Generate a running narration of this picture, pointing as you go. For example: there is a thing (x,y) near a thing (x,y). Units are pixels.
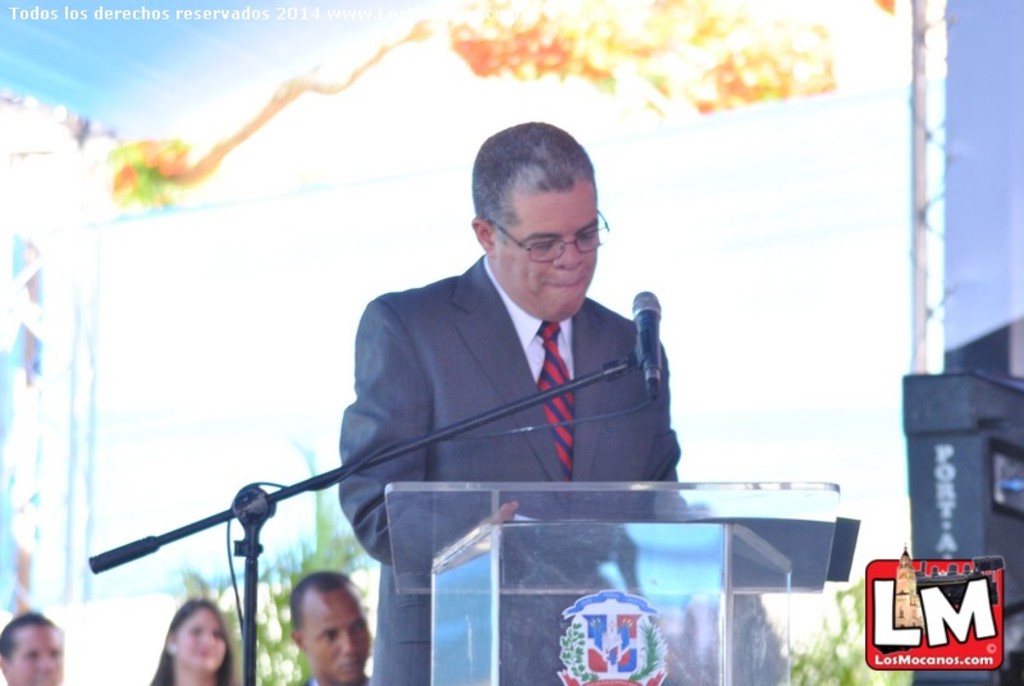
In this picture we can see a man (462,331) is standing behind the podium (520,545) and on the left side of the podium (446,499) there is a microphone (649,336) with stand (251,578). Behind the man (471,389) there are three people (324,658), trees (264,639) and other objects (35,314) and on the image there are watermarks (906,601).
